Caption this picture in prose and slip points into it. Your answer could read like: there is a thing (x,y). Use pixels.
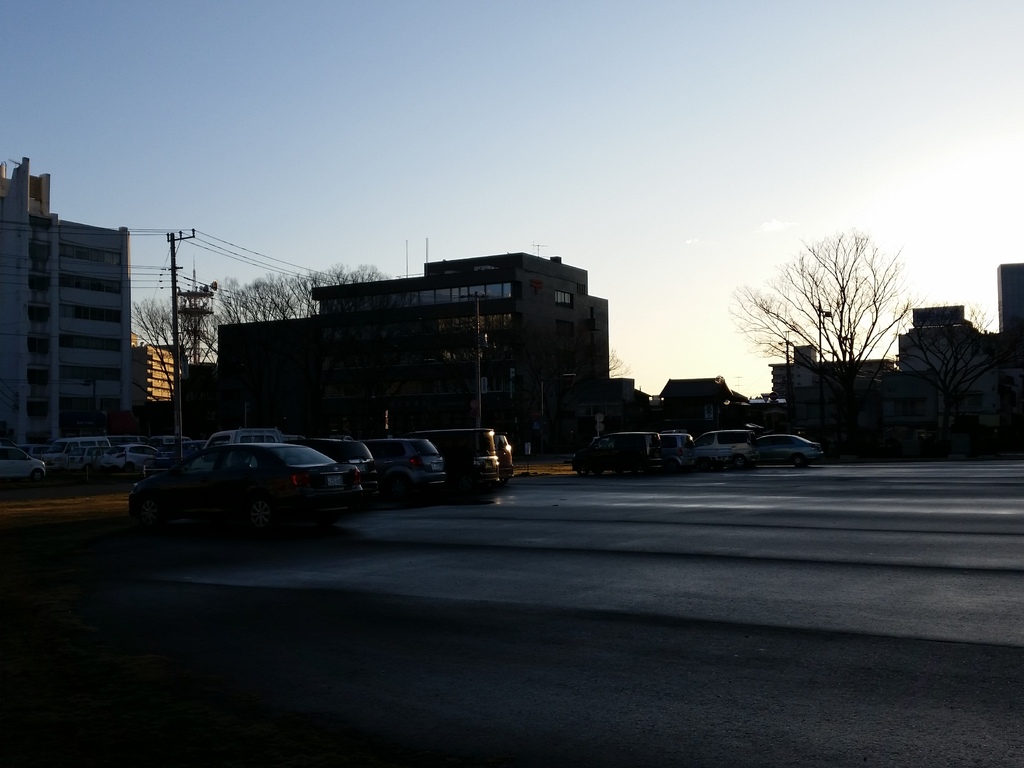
In this image we can see group of vehicles (737,453) parked on the ground (458,508). In the center of the image (537,376) we can see a group of buildings (547,388) with windows (367,361), poles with cables (201,233) and some trees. At the top of the image (350,99) we can see the sky (223,79).
